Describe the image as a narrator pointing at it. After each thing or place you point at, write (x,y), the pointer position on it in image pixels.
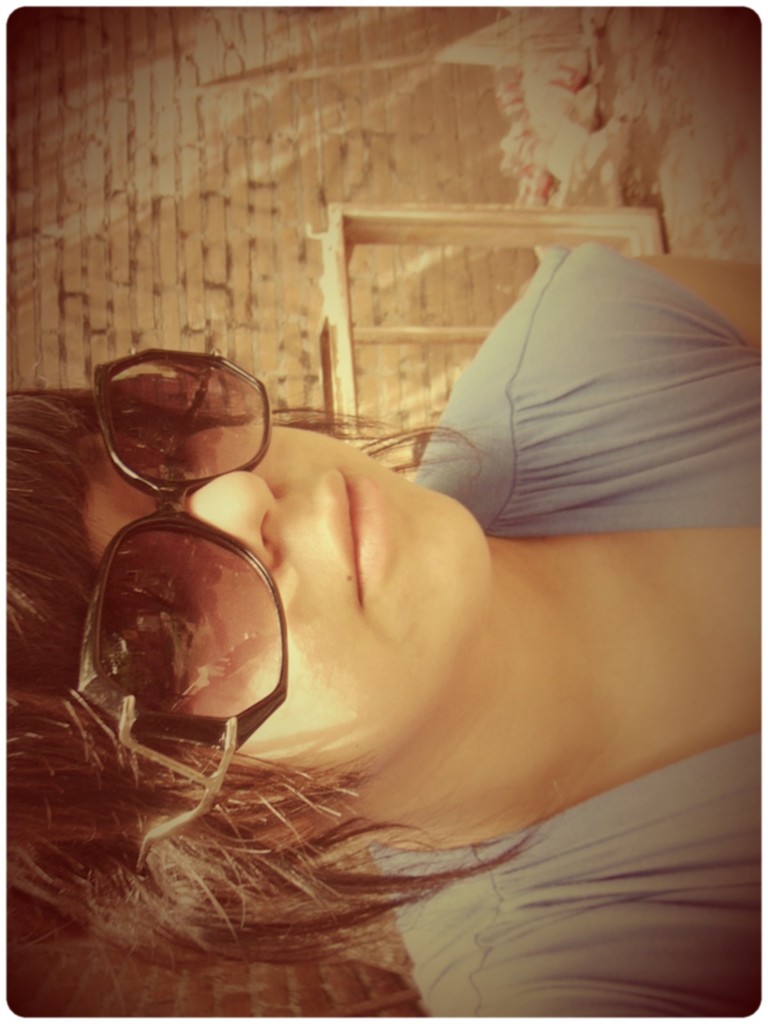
In this picture we can see a woman (189,884) wore goggles (96,376) and in the background (207,28) we can see the wall (236,143) and some objects (578,36).
